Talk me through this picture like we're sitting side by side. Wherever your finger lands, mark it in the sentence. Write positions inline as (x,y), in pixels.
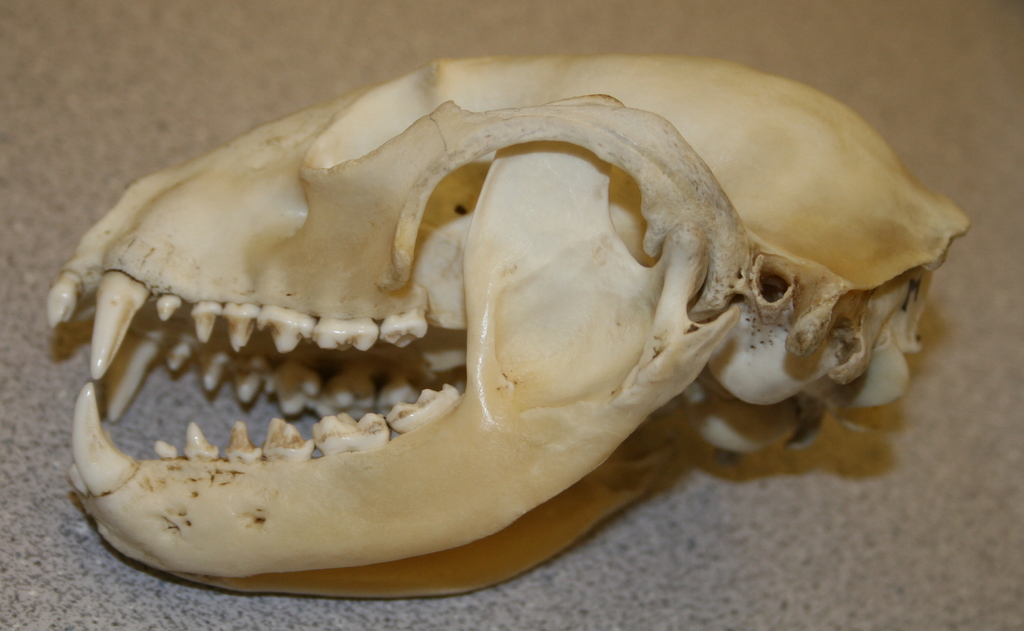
In this image we can see skull (500,474) of some creature (332,477) which is on ground (8,412).
